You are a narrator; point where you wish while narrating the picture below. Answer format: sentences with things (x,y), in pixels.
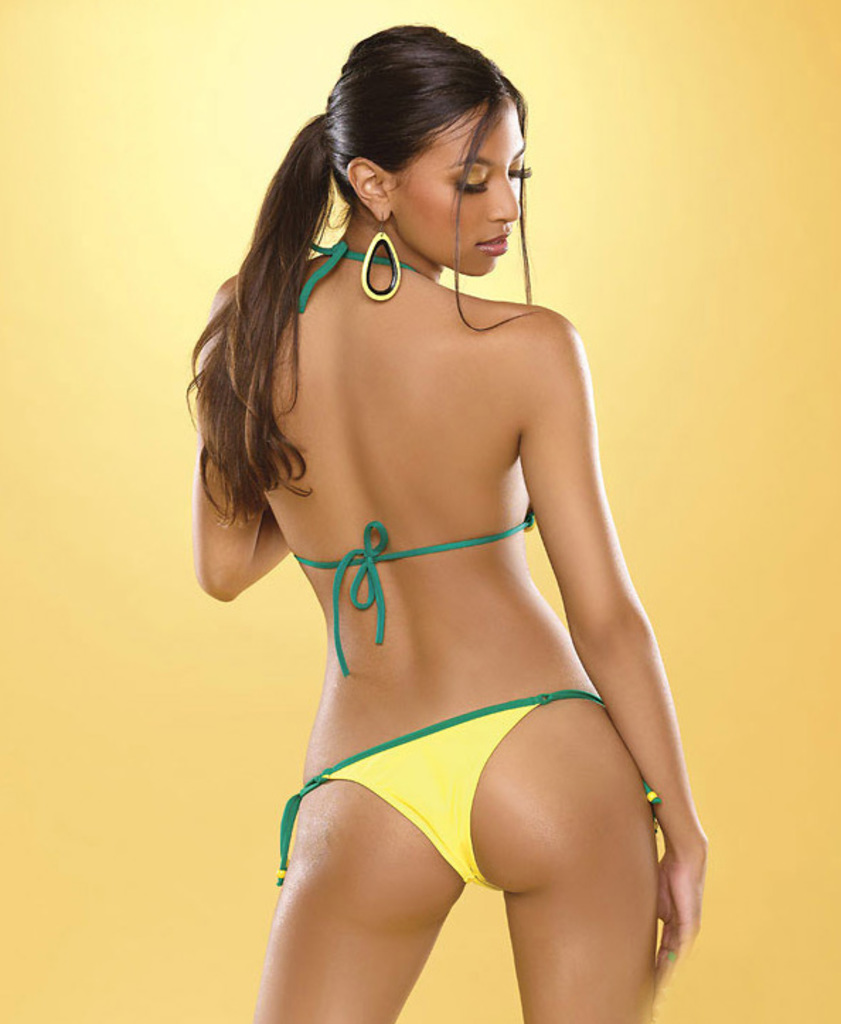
In the image we can see there is a woman (453,419) standing and behind there is a wall (717,309) which is in yellow colour.
